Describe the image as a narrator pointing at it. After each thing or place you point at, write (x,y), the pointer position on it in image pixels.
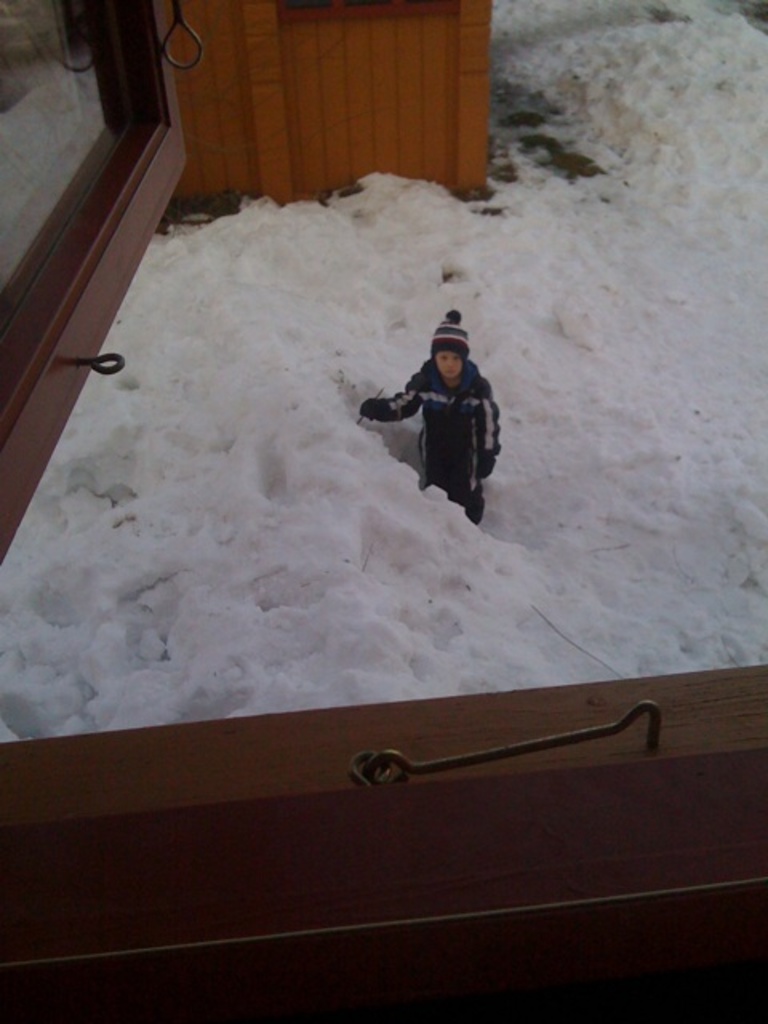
In this image we can see window (384,784) with hook (393,755). On the ground (337,491) there is snow (331,452). Also we can see a person (437,336) with a cap (437,336). At the top (292,84) there is a wooden object (375,94).
